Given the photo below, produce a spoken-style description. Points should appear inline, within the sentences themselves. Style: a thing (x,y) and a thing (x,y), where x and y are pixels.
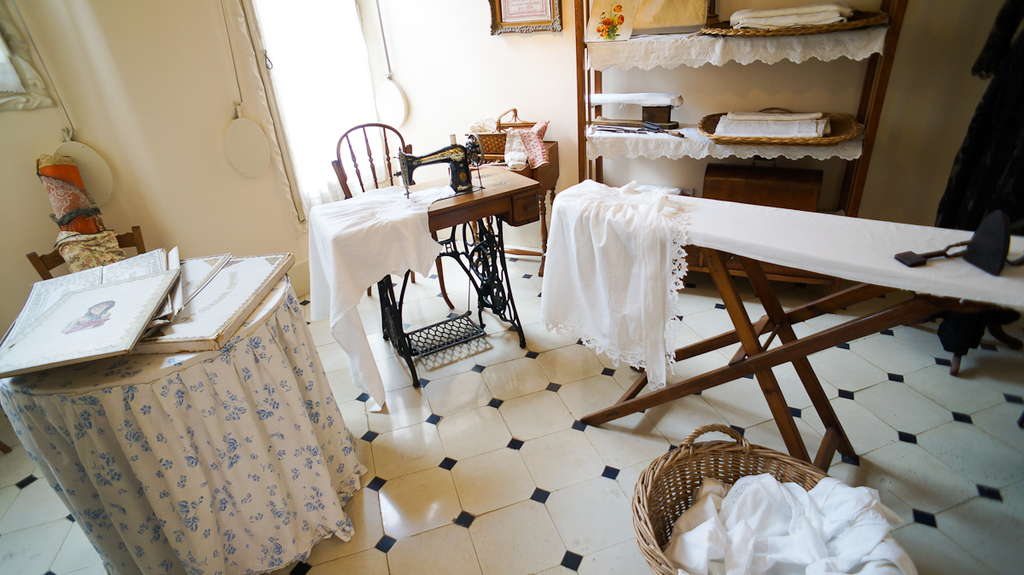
This is the picture of a room (625,369). On the right side of the image (733,306) there is a table (760,285) and there is a iron box (992,246) and cloth (633,287) on the table (754,287). There are clothes (716,515) in the basket (662,491). There are clothes (772,127) and there is a basket (850,129) in the cupboard (868,136). In the middle of the image (500,196) there is a sewing machine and there is a chair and there is a basket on the table (548,205). On the left side of the image (86,266) there are boxes (190,289) on the table (261,329) and the table (318,436) is covered with the floral cloth (259,418) and there is a bag (81,253) on the chair (39,270). At the back (342,128) there is a curtain (328,135) and there are frames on the wall (443,37).
